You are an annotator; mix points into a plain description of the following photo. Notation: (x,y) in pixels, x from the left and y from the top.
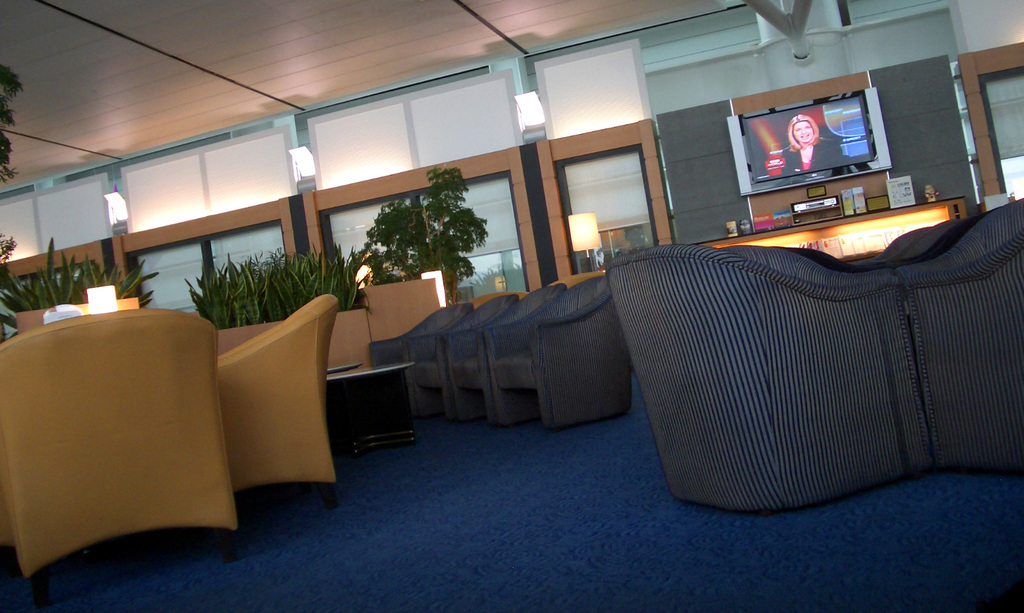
In this image I see the couches (438,377) which are of cream and dark blue in color and I see the floor (414,491) which is of blue in color. In the background (33,293) I see the plants (52,294) and I see a screen (782,131) over here and I see the lights (94,303) and the ceiling (38,15).
